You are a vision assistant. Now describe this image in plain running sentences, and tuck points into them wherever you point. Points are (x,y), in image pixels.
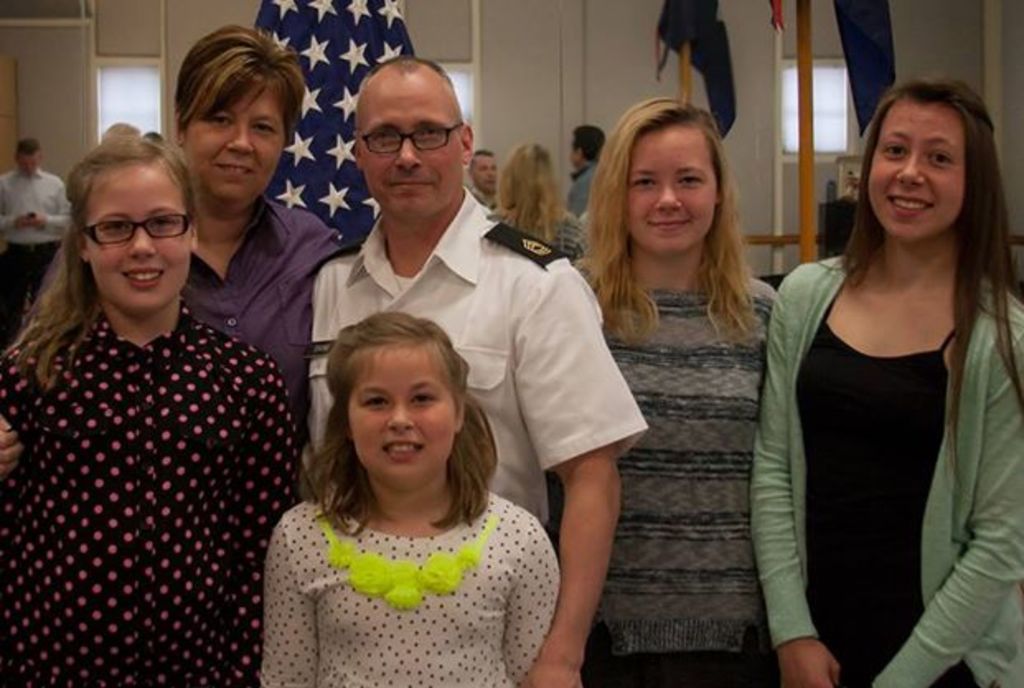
In this image we can see few people (767,388) and they are smiling. In the background (790,46) we can see flags (779,19), poles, people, and wall (963,62).
